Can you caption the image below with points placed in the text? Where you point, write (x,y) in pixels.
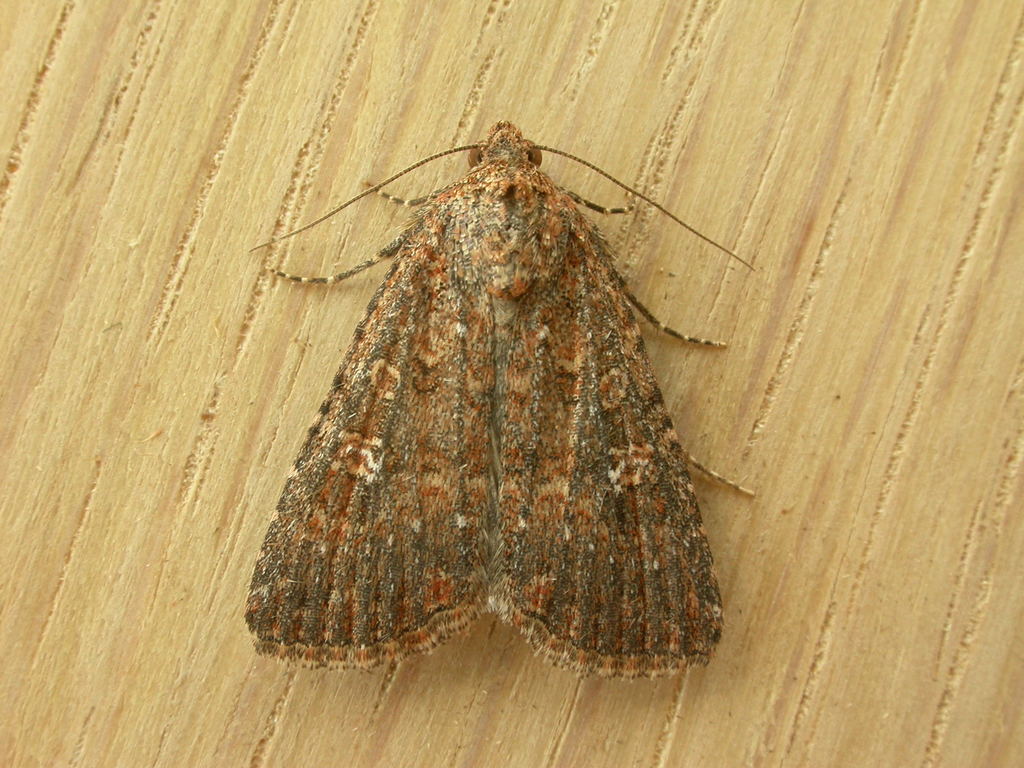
Here I can see an insect (396,459) on a table (875,358).
